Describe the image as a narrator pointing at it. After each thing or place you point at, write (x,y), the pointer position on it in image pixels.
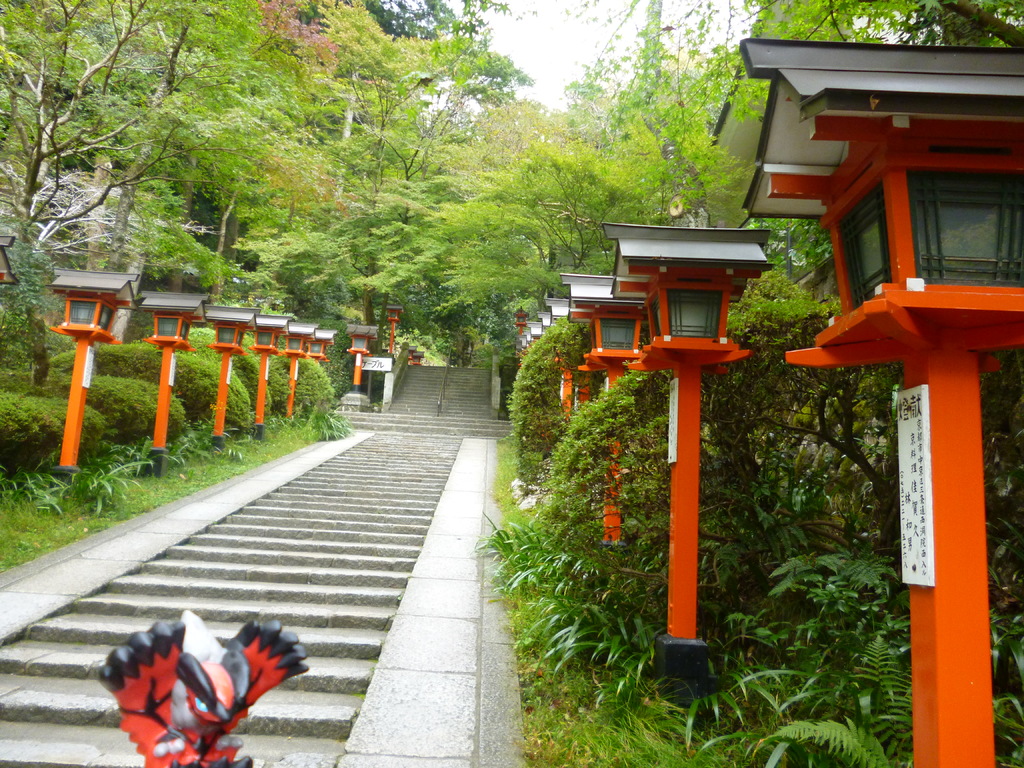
In this image we can see some poles (624,363), lights (678,354), plants (113,434), trees (297,107), grass (511,474) and staircases (260,544), also we can see a sculpture (190,642) in the background (528,43) we can see the sky (547,79).
